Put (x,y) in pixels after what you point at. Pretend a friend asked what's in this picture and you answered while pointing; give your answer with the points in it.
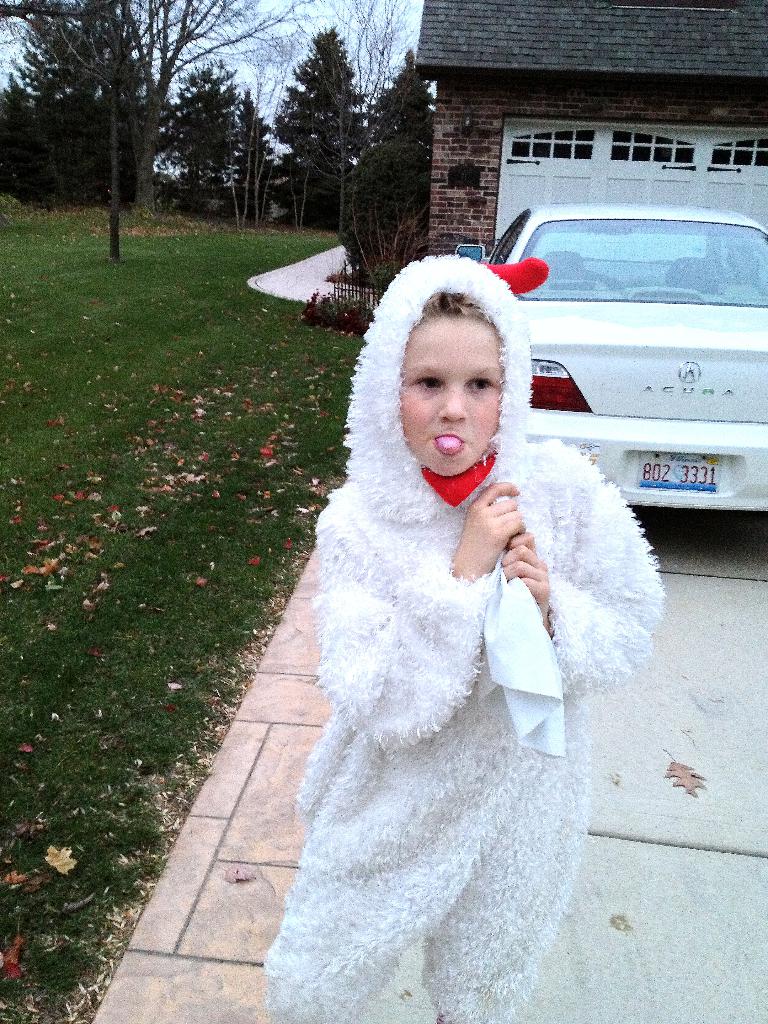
In the foreground (370,596) I can see a kid (524,773) on the road (610,785), grass (234,479) and a car (659,355). In the background (641,179) I can see a house (575,164), fence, house plants (324,310), trees (199,185) and the sky (405,39). This image is taken may be during a day.
